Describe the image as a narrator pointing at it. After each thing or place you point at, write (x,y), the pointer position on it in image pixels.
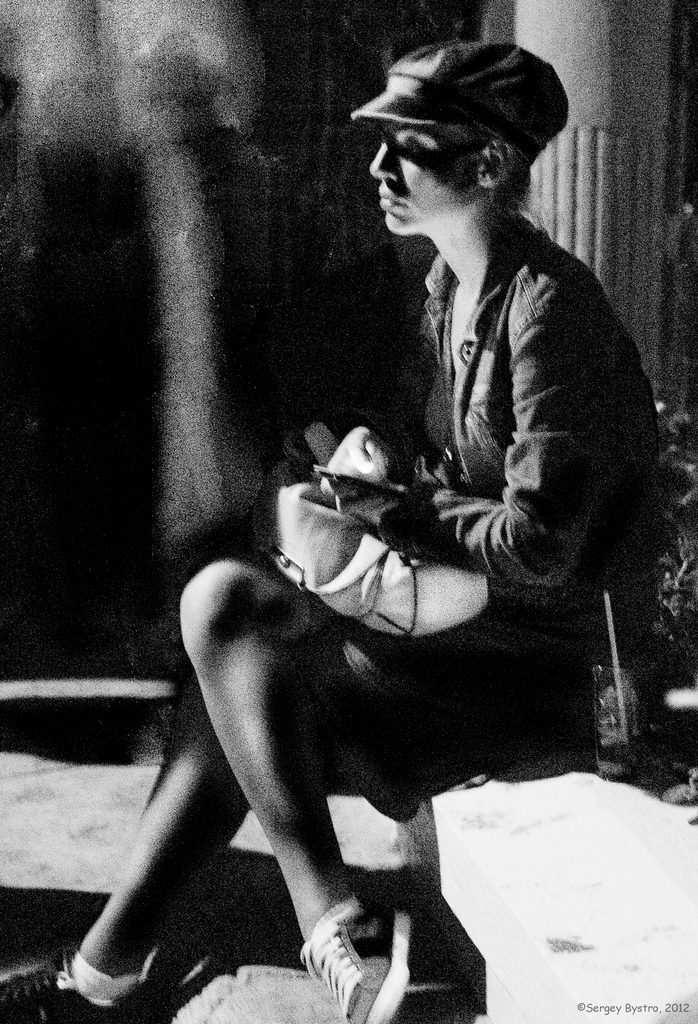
In this black and white picture a person (467,503) is sitting on the slab (611,887). She is having a bag (362,541) on her lap (304,638). She is wearing a cap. Right side (692,456) there are few plants (682,448). Behind the person (597,339) there is a pillar (656,174).
